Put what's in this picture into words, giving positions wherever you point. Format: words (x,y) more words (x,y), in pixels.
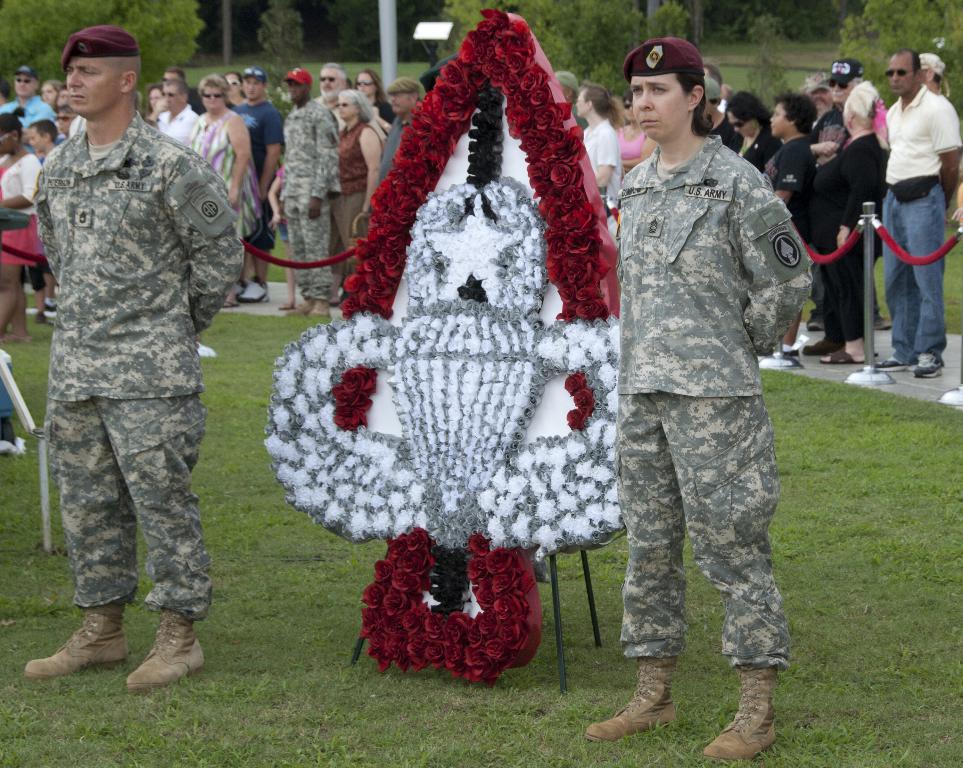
In the middle of the image (632,368) two persons (104,316) standing and watching. Behind them few people (13,193) are standing and there is a fencing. Top of the image (761,75) there are some trees (905,26). Bottom of the image (950,738) there is grass (23,594).
